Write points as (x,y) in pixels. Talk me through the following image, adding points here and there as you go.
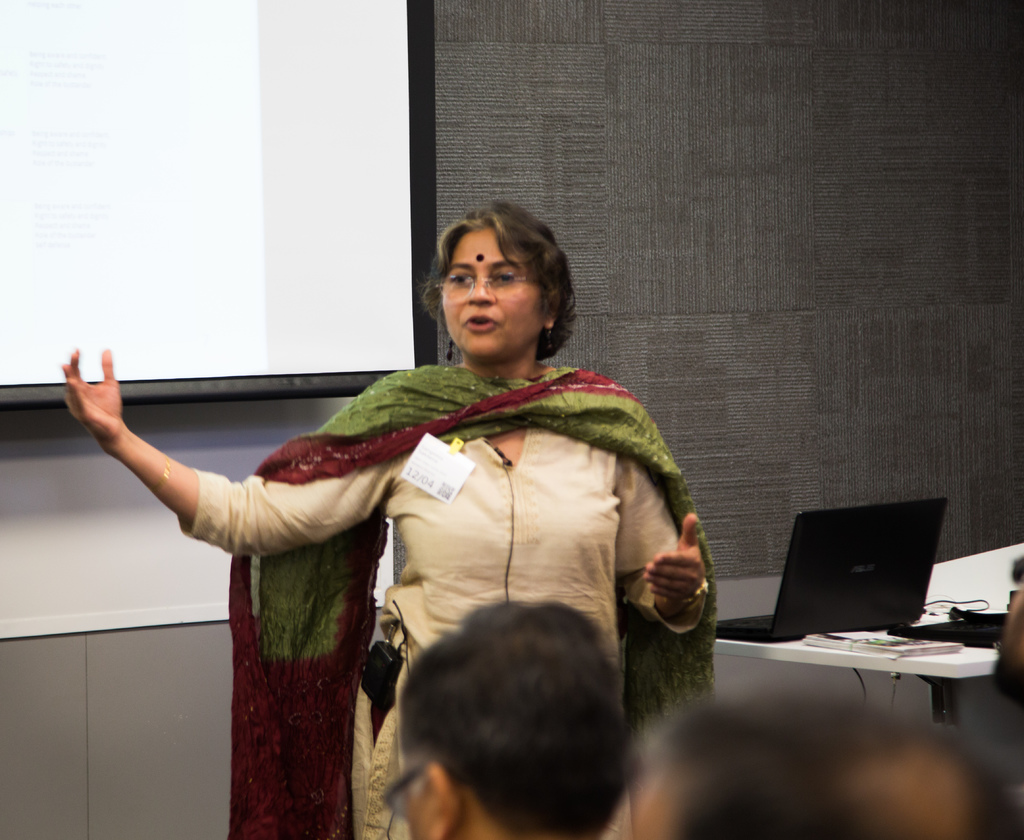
In this image there is a person (456,597) standing and talking. At the back (177,245) there is a screen (402,168). At the right (956,637) there is a laptop's (920,578), wires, books (875,637) on the table (925,620). In the front (925,737) there are group of people (901,839).
